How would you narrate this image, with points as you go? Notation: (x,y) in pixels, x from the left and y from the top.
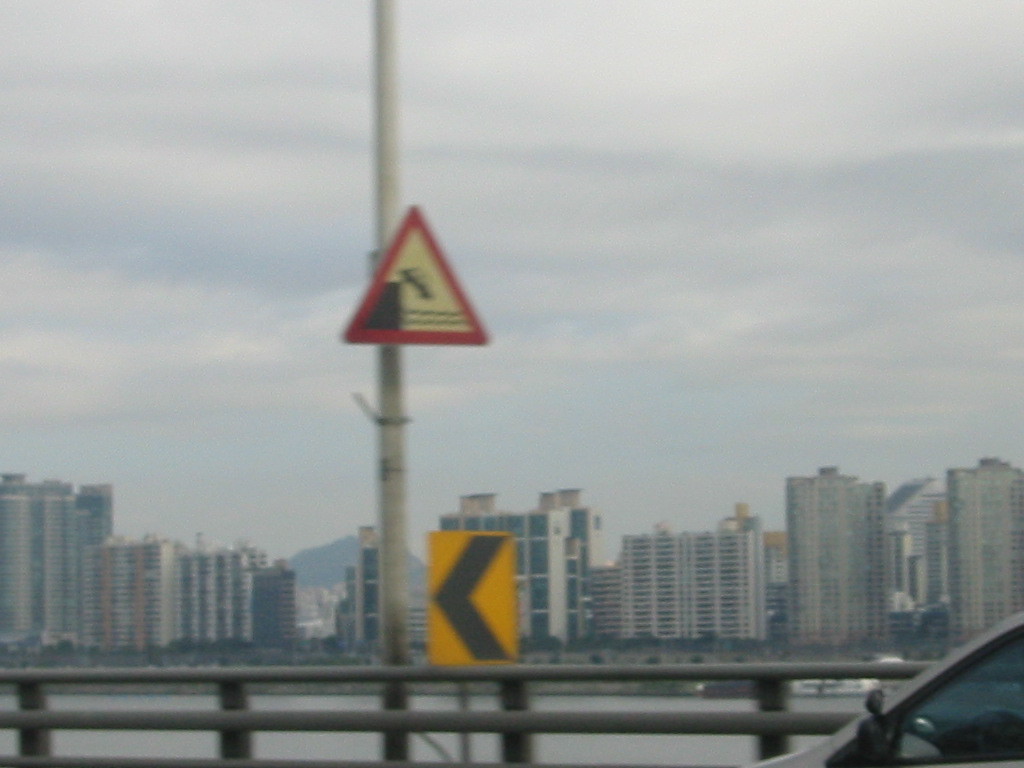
There is a pole (389,414) with a sign board (415,293). Near to that there is another board (441,597). There are roads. In the back (314,755) there is water (314,755), buildings (529,523) and sky (623,272).
